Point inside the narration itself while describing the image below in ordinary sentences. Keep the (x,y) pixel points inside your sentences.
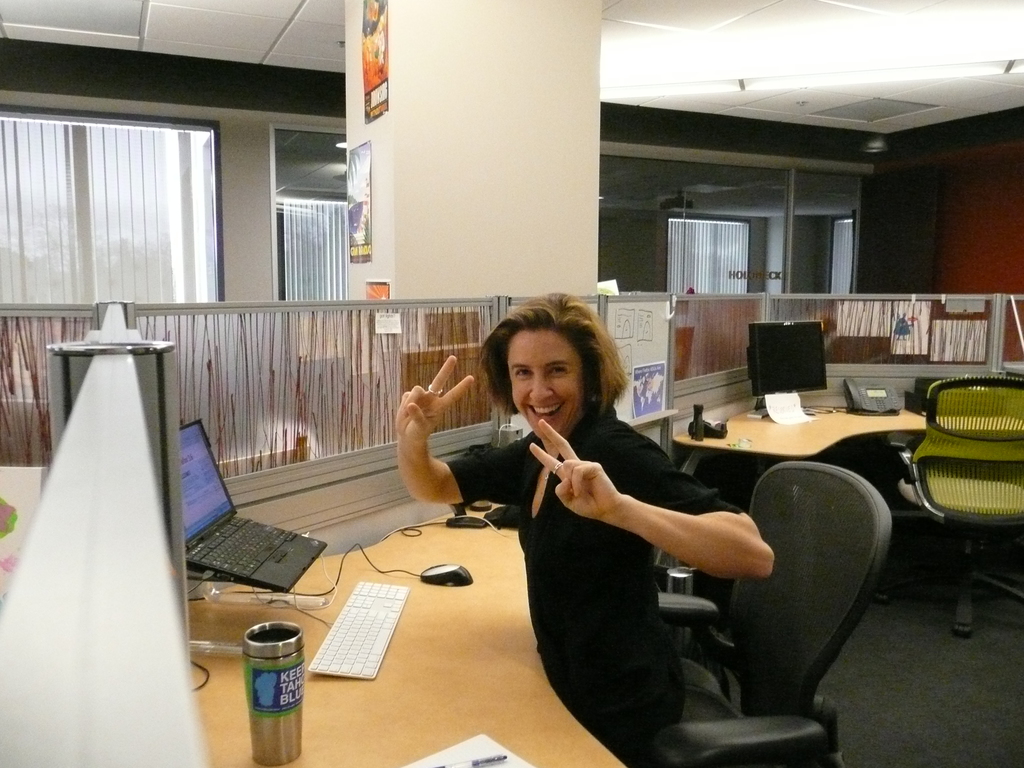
In the image there is a woman (524,450) sitting in front of table (388,723) with laptop (197,500), keyboard (372,602) and mouse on it, this is clicked inside office room (282,113).
